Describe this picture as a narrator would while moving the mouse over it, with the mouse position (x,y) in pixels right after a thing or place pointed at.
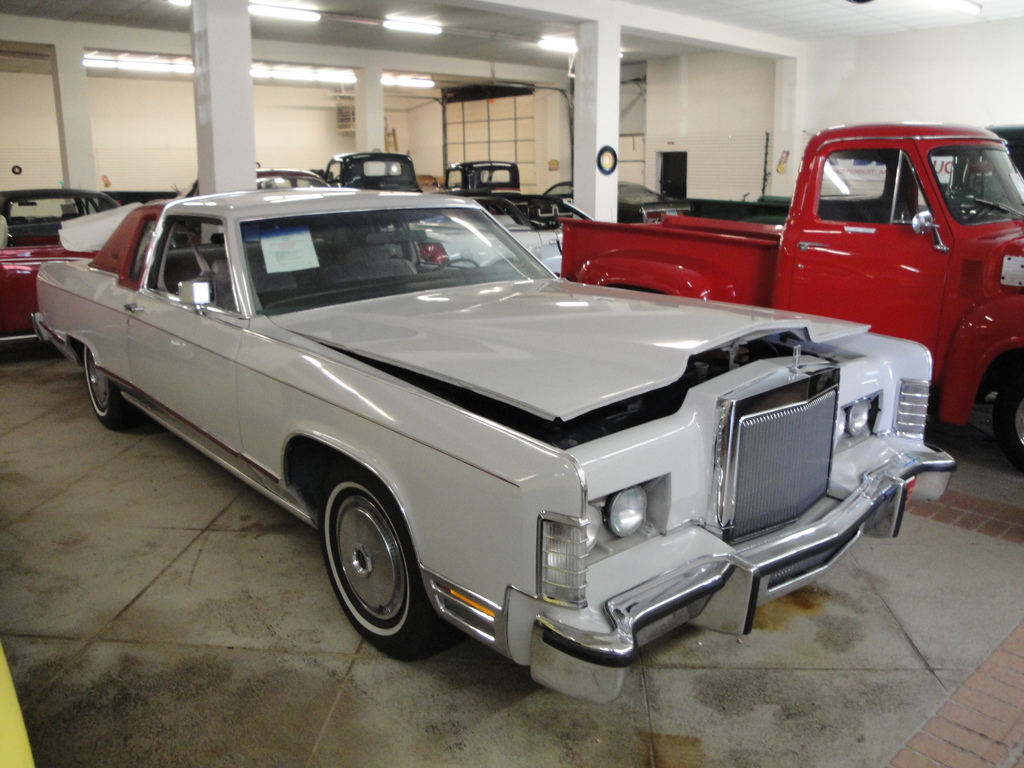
In the foreground of this picture (333,477), there is a hall (1021,540) in which several motor vehicles (508,265) are placed. In the background (188,121), there are pillars (233,121), wall (150,128), lights (401,78) and the ceiling (770,13).
